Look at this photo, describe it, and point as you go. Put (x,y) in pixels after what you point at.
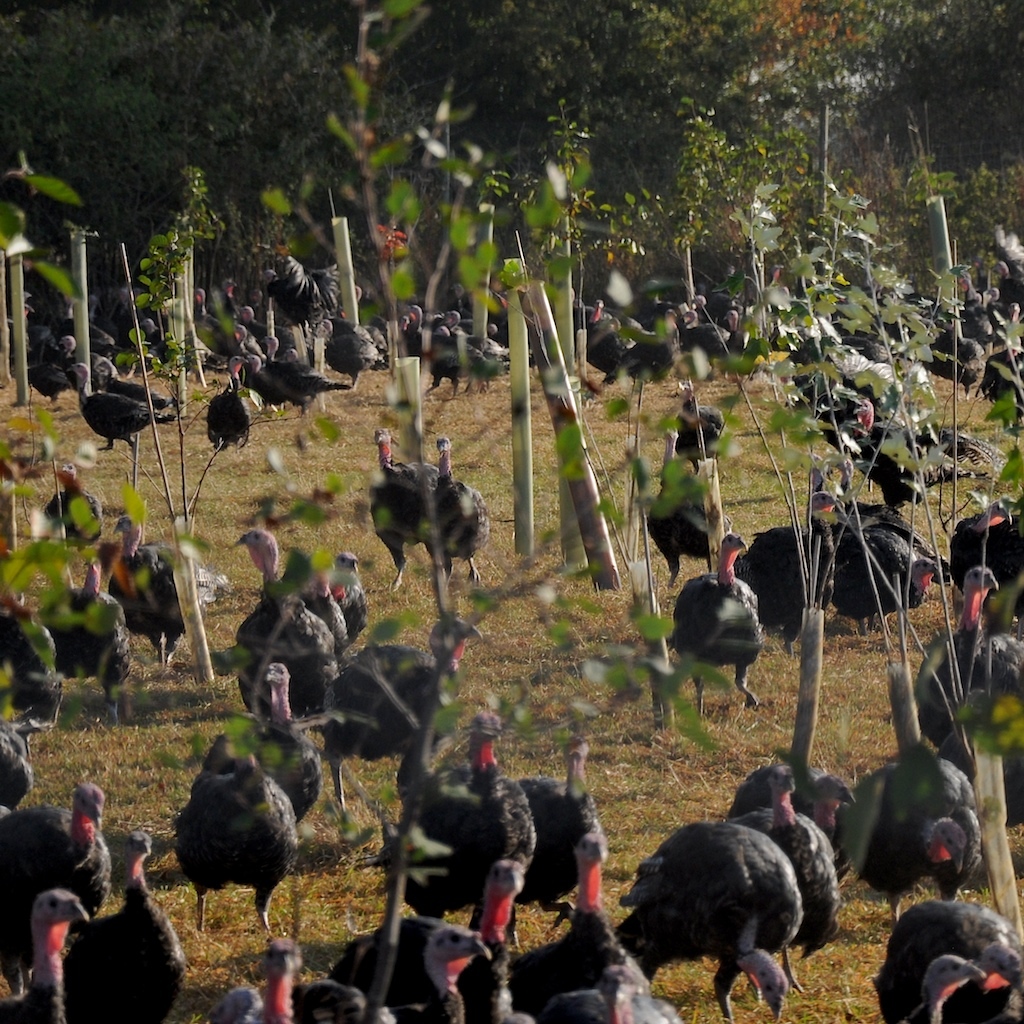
In this image there are so many turkey birds (905,583) on the ground (654,787) and some plants (586,531) in the middle (648,518), behind them there are so many trees (133,225).
